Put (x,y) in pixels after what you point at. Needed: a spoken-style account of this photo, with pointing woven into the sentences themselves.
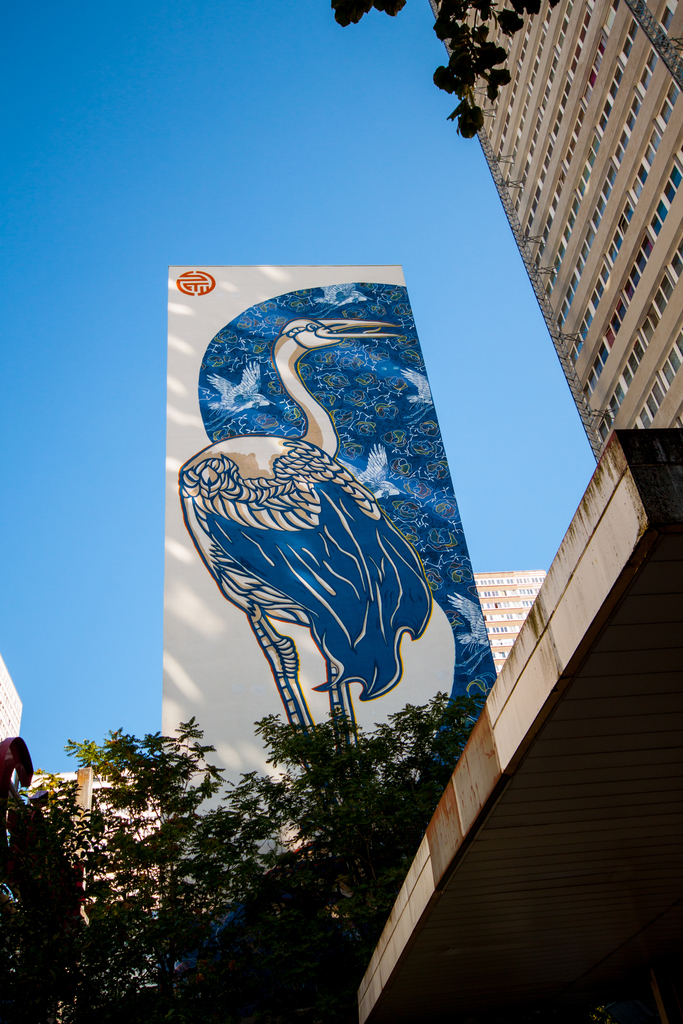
In this picture we can see a board (313,274), trees (197,850), buildings (17,732) and the sky (115,334).
